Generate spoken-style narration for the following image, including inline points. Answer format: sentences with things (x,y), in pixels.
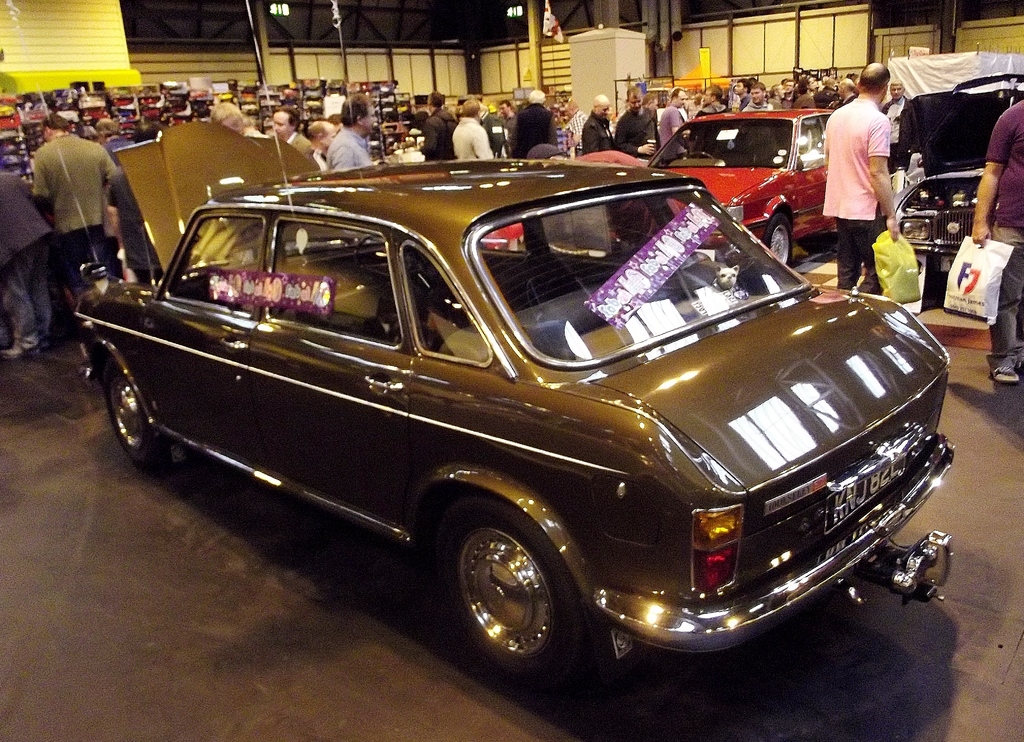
In this image I can see the vehicles (592,597) and many people (857,269) with different color dresses (842,269). To the right (869,269) I can see two people (857,282) holding the plastic covers (904,285). In the background (368,91) I can see few objects (164,118) and the poles (476,75).
